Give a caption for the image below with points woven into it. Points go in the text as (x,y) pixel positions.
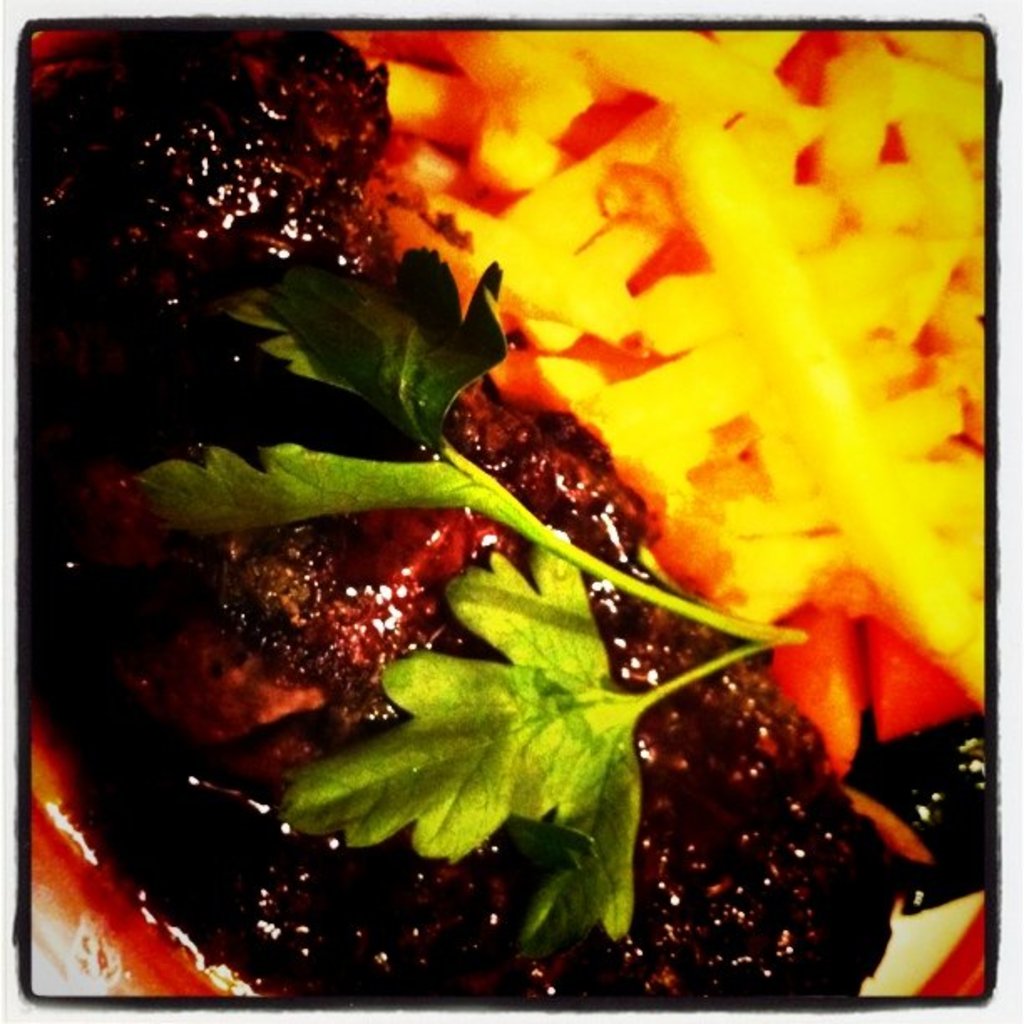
This image is an edited image. In this image there is a food item (560,158) and there is a coriander leaf (431,477).
